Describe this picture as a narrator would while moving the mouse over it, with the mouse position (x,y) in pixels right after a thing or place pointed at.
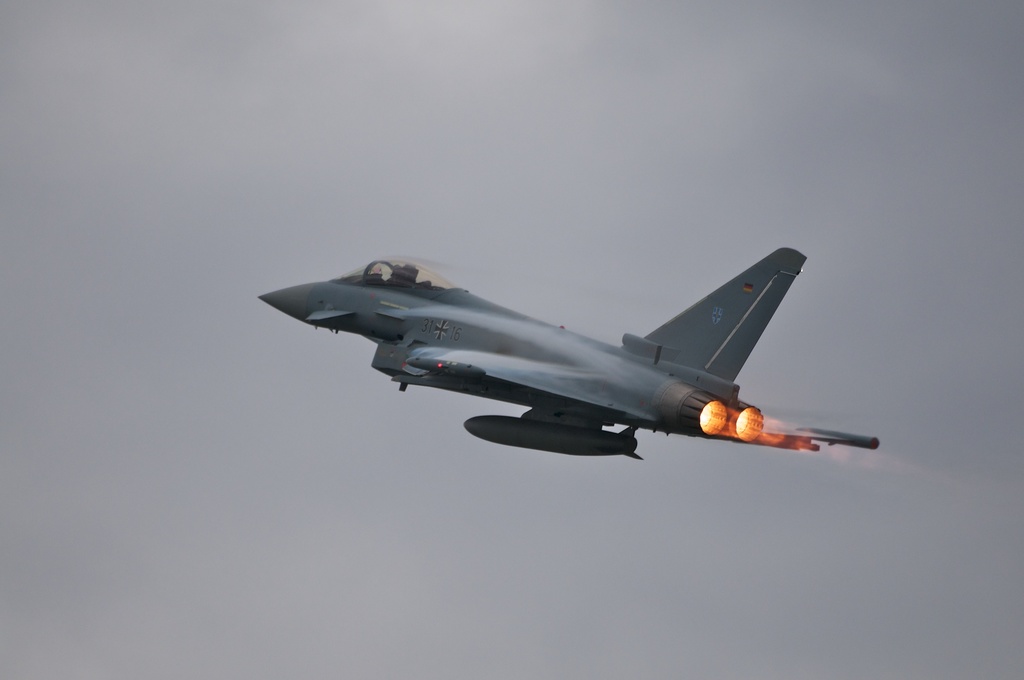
This image consists of a plane (602,376). In the background (726,449), there is a sky (787,215). And there is a fire (775,440).
